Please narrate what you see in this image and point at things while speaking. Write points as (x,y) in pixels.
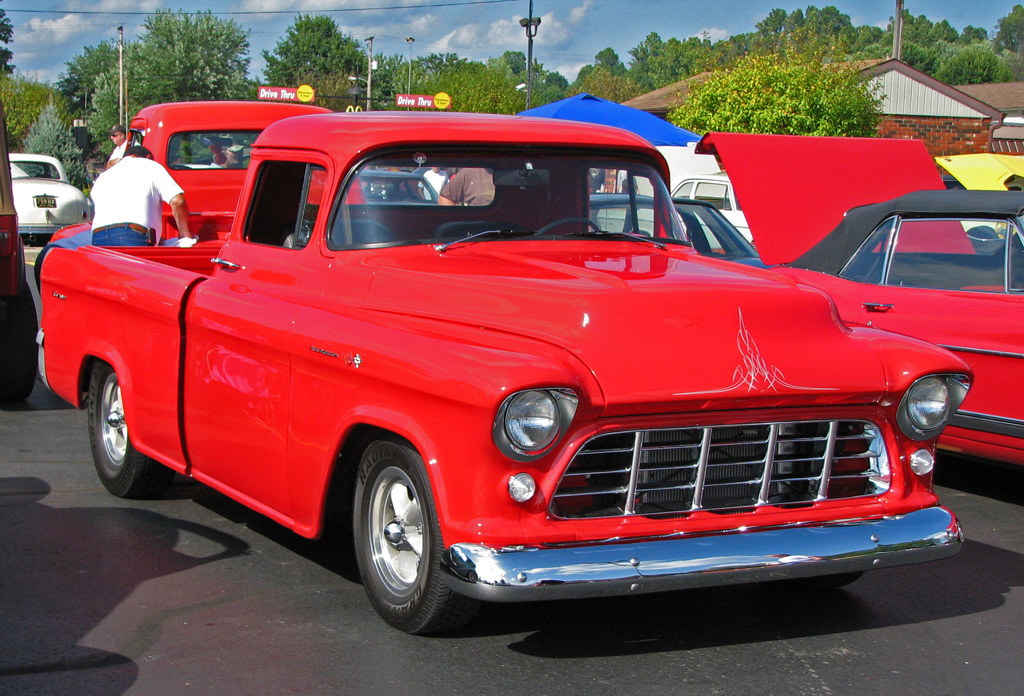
In this image we can see cars (458,382) and persons (115,238) on the road (554,643). In the background (769,86) we can see buildings (895,93), trees (82,57), poles (529,14), sky (416,34) and clouds (509,30).
